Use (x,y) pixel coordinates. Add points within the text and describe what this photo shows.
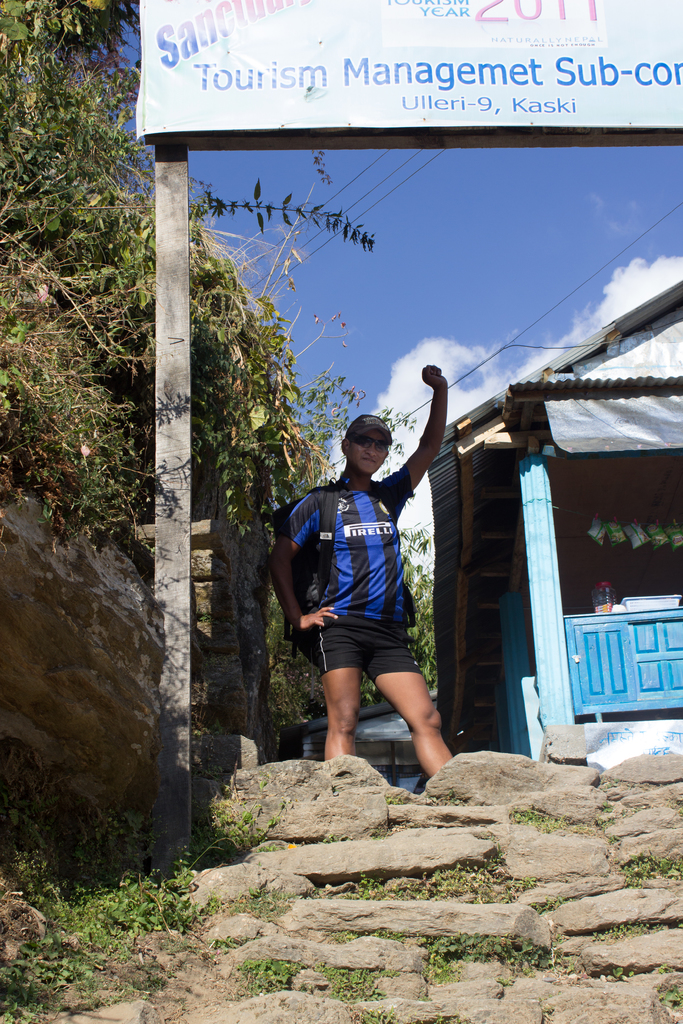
In this image we can see one man (339,667) standing near to the house (458,490) and wearing backpack (298,638). There is one wire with packets (632,538) attached to the shop pole (543,503), one pole (559,628), one table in the shop (565,610) and some objects (630,608) are on the table (631,636). There is one big board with text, some rocks (114,761), some current wires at the top of the house (543,379), some bushes (135,98), plants (135,88) and grass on the surface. At the top (446,214) there is the sky (319,326).
